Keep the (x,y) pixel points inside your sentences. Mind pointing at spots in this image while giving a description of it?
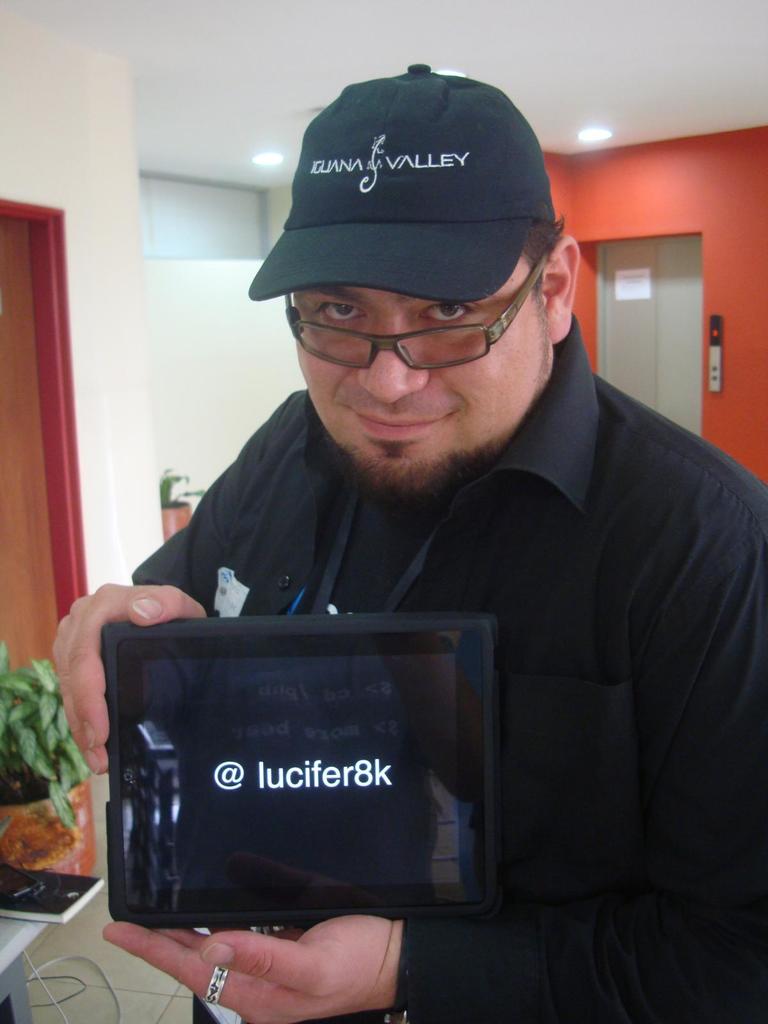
In the image we can see there is a man (532,789) standing and holding ipad (200,867) in his hand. Its written ¨@lucifer8k¨ on it and the man (405,121) is wearing spectacles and cap (383,166). There is a plant (70,761) kept on the pot (71,796) and there is a book (61,906) kept on the table (8,974). Behind there is an elevator (676,312).
